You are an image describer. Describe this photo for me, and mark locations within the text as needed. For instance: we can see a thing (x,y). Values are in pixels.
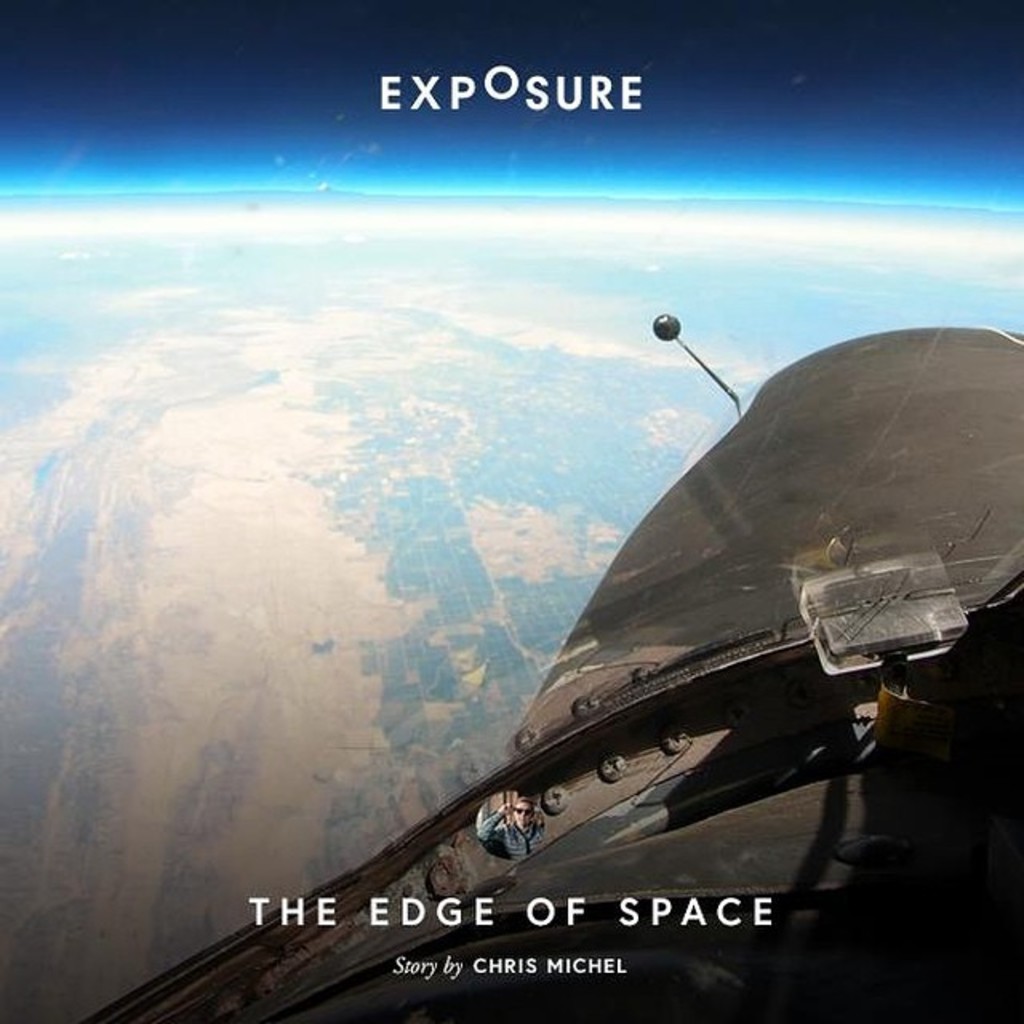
In this image we can see an aircraft (792,749) on the right side (880,766). There is a view of earth (370,451) from top view. At the top (440,91) there is sky (650,147). Also something is written. At the bottom (638,909) also something is written. On the aircraft (513,860) we can see a person photo (512,819).
